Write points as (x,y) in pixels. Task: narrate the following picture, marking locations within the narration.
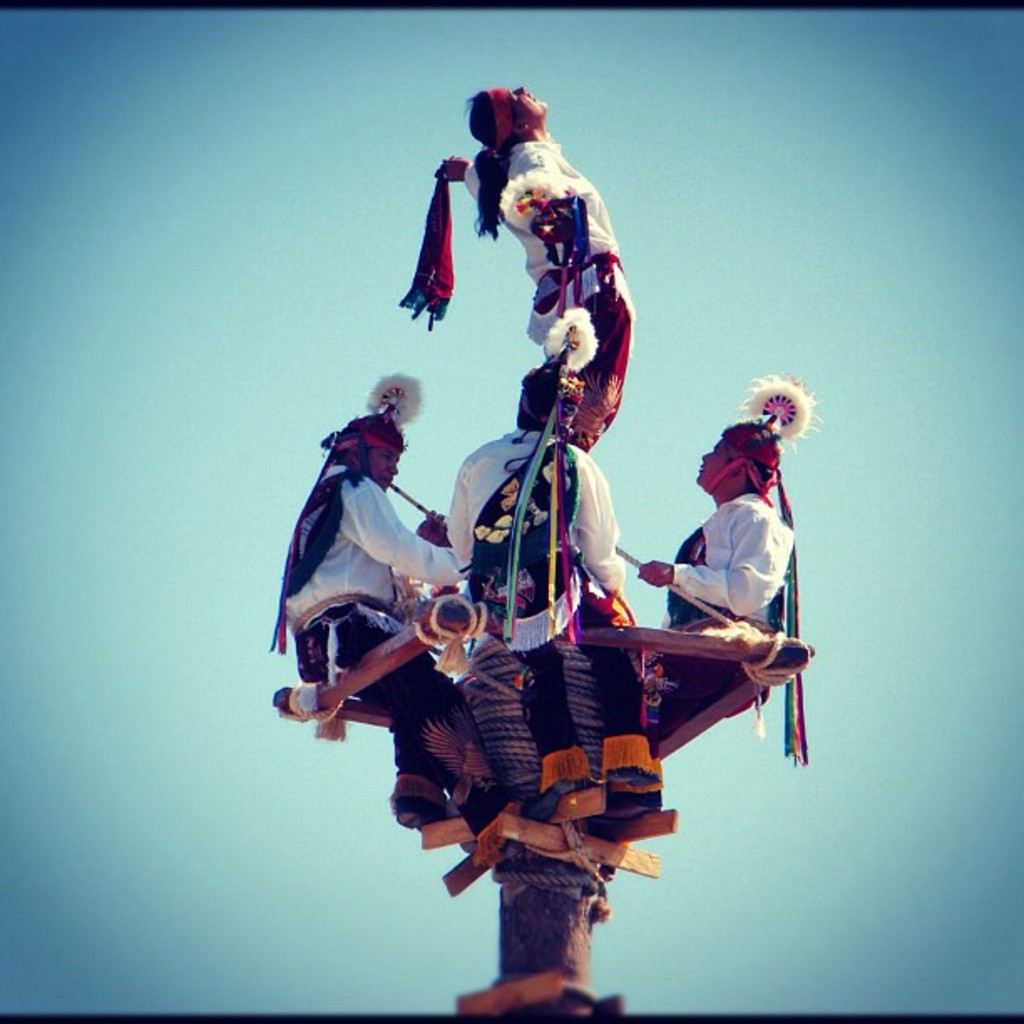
In this image we can see one object (494,662) with threads (519,726) looks like a wooden stand (508,926). There are three people (594,559) with costumes (370,507) sitting on the stand (446,636), one man (585,198) with costume (560,163) standing on the wooden stand (578,646), background there is the sky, one man (745,473) holding a thread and one man (438,556) playing a musical instrument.
